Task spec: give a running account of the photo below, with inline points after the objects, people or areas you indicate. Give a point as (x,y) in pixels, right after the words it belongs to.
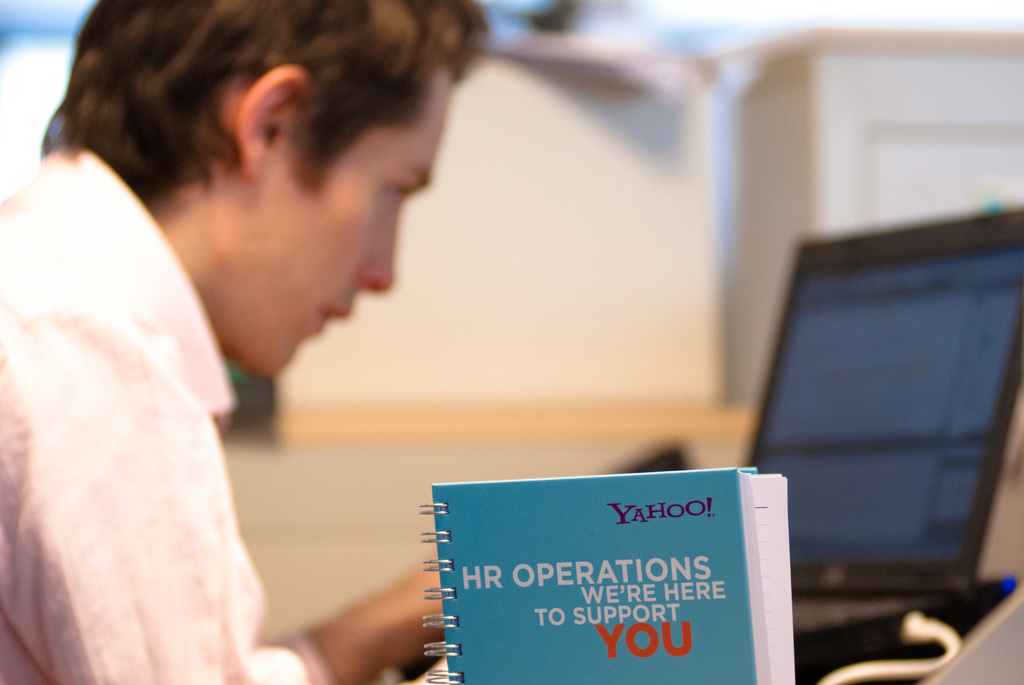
On the left side of the image (232,277) we can see a man (301,324) is sitting and wearing shirt (34,534). On the right side of the image (999,336) we can see a laptop (888,580) with wire (934,622). At the bottom of the image (722,614) we can see a book (584,550). In the center of the image (392,434) we can see a table (512,430). On the table (410,464) we can see the boxes (635,144) and papers (620,68). At the top (252,41), the image is blur.
